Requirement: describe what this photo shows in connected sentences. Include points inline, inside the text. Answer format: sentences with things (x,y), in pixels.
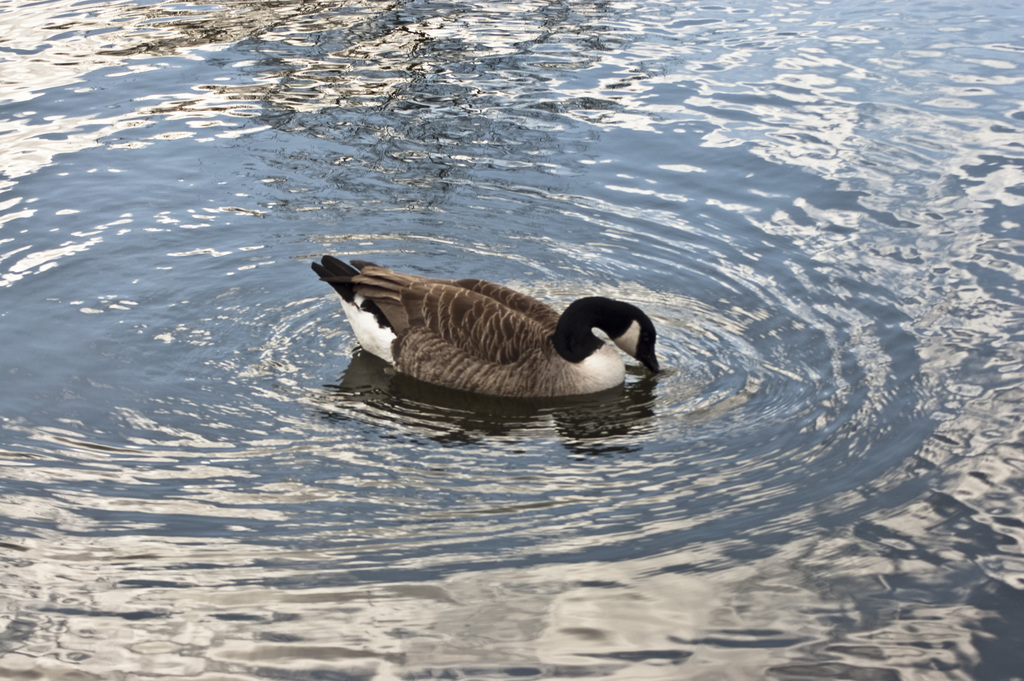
In this picture we can see water (358,612) at the bottom (340,600), we can see a duck (519,319) in the water (478,510).
